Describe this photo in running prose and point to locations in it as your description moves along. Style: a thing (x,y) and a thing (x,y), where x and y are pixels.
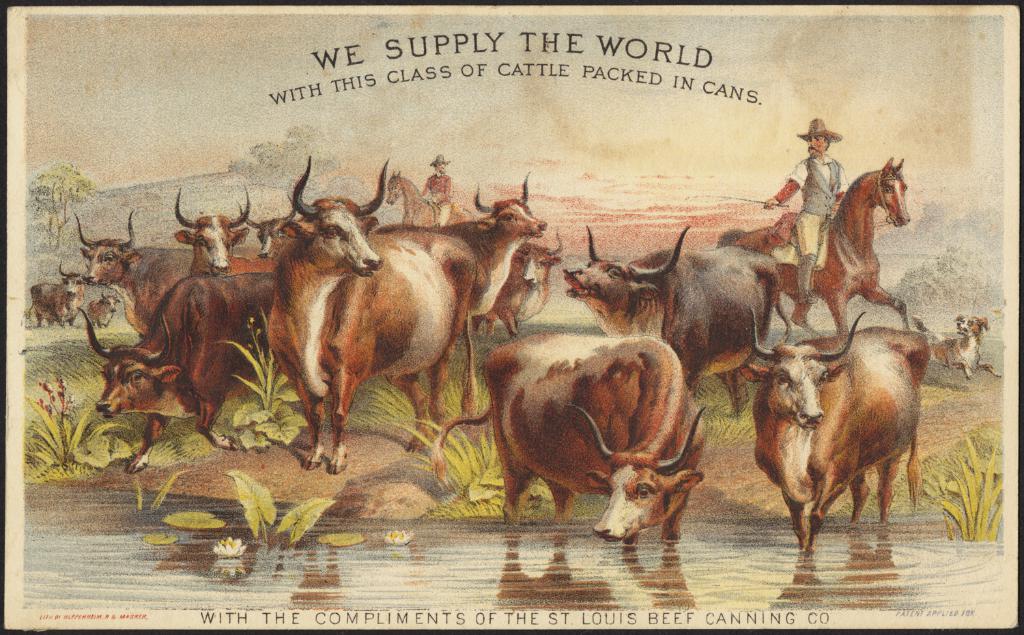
This image looks like a poster. There are so many animals (675,526) in the middle (444,345). There are plants (279,425), flowers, and water (435,528) at the bottom (492,546). There is something written at the top (515,71).
